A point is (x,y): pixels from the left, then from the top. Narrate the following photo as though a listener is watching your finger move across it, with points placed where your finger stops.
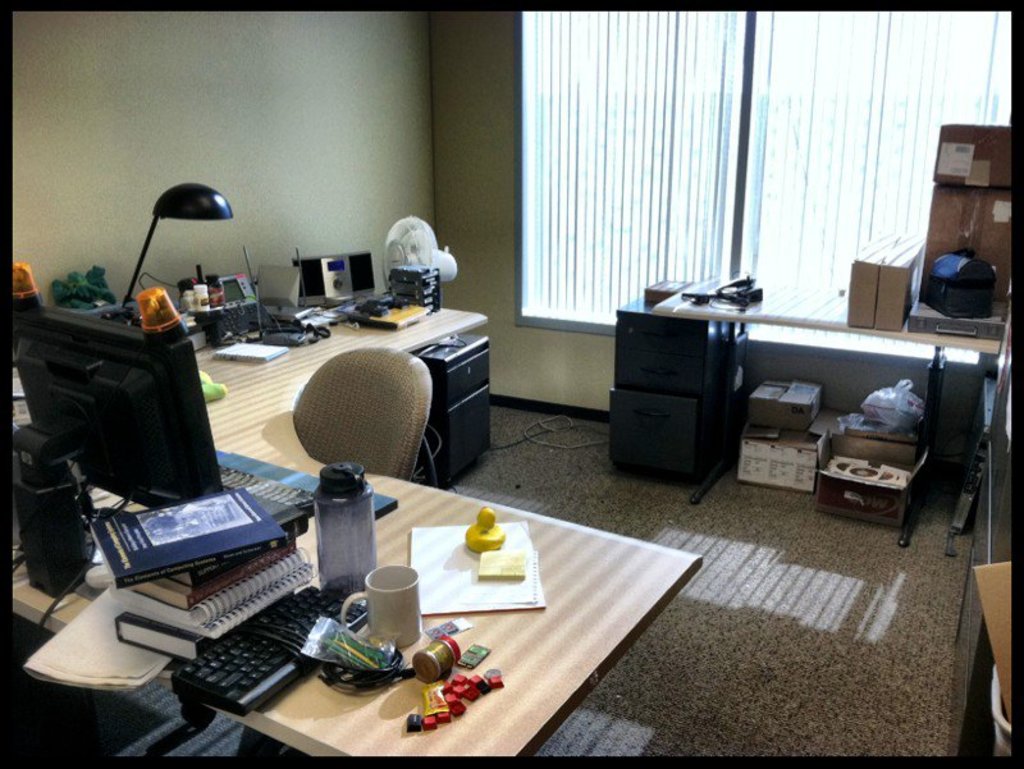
A work space (558,591) with a desktop (159,390), chair (347,402) and a table (801,285) with some boxes (926,275) on it.
